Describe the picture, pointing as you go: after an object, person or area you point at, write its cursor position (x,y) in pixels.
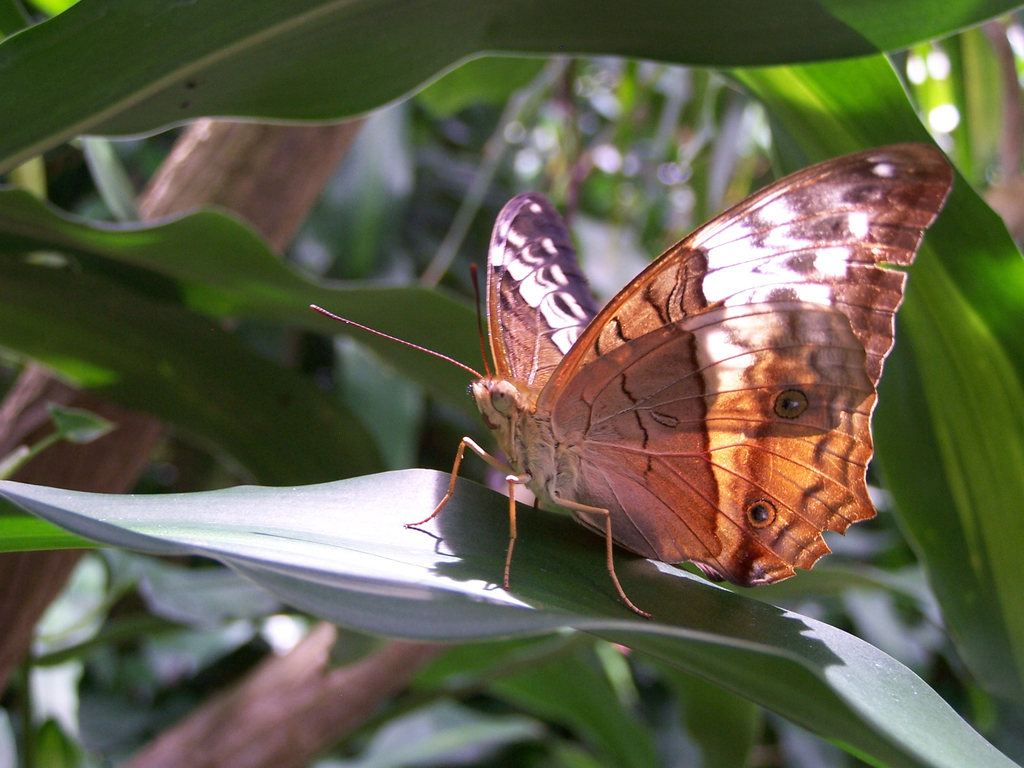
In the picture there is a butterfly (478,451) laying on the leaf (484,562) of a tree (454,507).
